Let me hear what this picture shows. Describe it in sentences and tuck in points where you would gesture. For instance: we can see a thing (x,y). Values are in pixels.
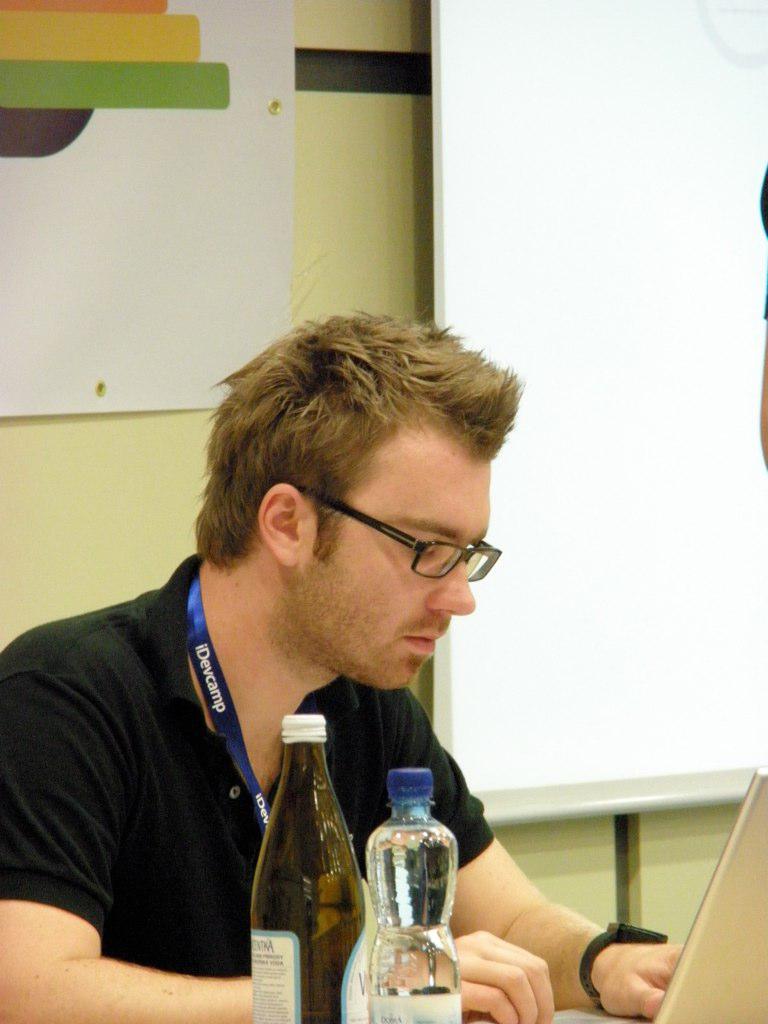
In this image i can see man (335,594) sitting and using a laptop (703,928), there are two bottles (310,877) in front of the man (457,796) at the back ground (458,206) i can see a board (510,206) and a wall (324,192).
